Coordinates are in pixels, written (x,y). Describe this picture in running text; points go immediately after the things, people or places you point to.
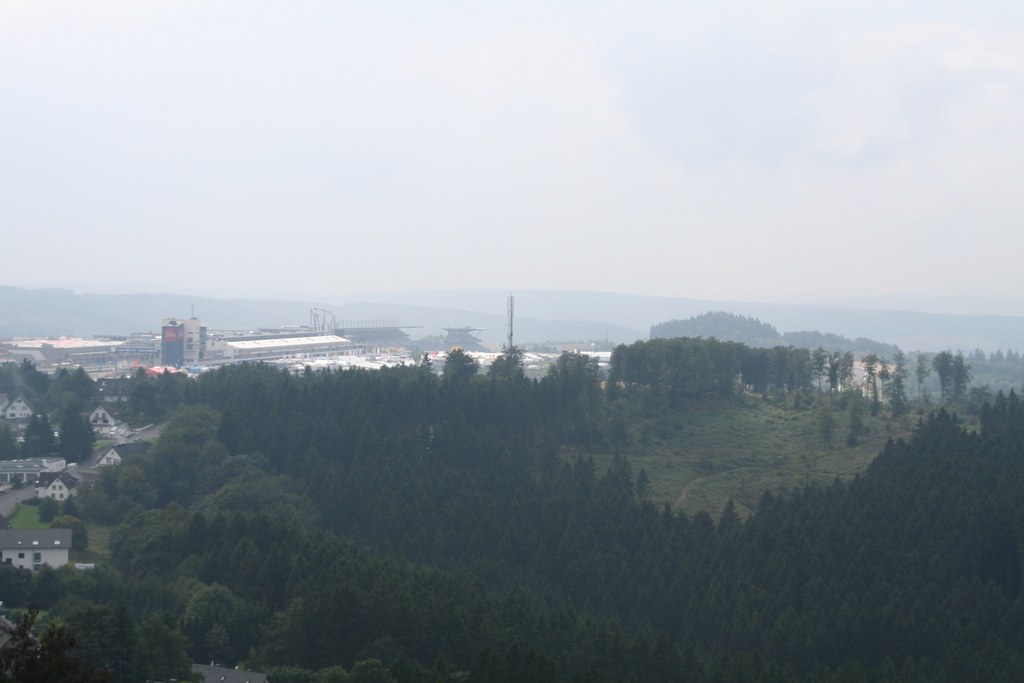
In this picture we can see trees (281,599), buildings (338,360) with windows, mountains (287,301), grass (687,449) and in the background (548,236) we can see the sky (739,224) with clouds (777,196).
